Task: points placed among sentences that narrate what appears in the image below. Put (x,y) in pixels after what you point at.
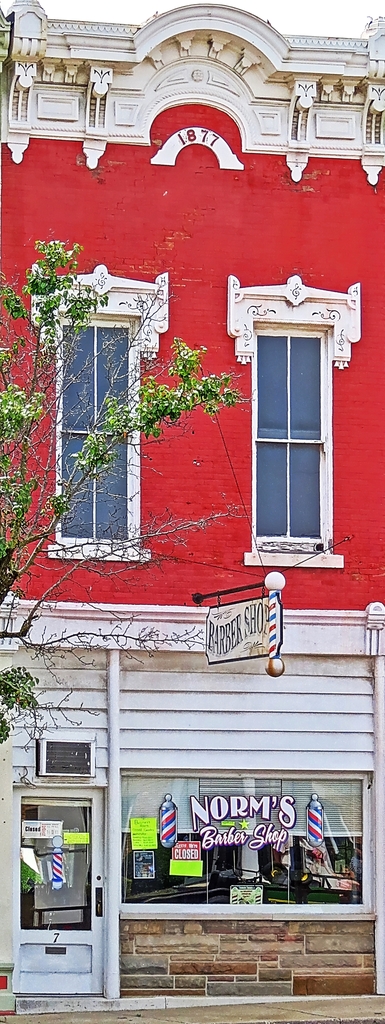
In the image we can see there is a building (185,617) and there is a tree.
